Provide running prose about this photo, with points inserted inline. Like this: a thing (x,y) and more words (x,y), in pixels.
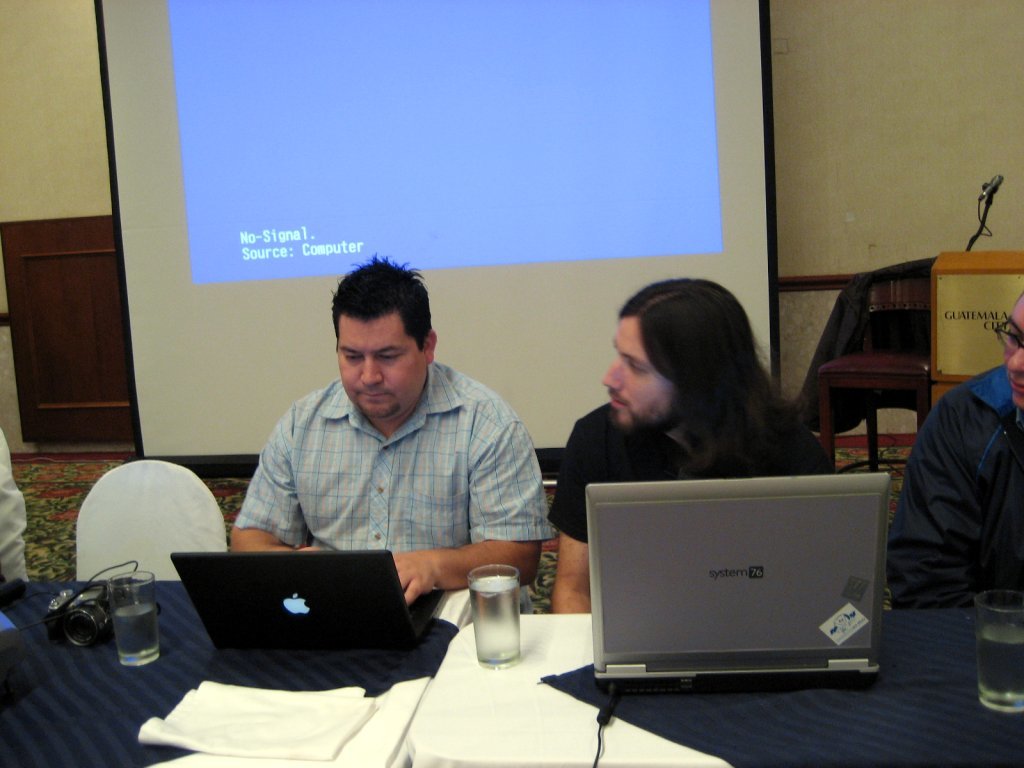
People (462,493) are sitting on chairs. In-front of them there are tables (416,653). Above that tables (425,737) there are laptops (356,582), glasses (481,610), camera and things (268,700). Floor (36,496) with carpet (41,482). In-front of the wall (11,44) there is a screen (333,168), chair (869,376) and podium (958,312) along with mic (979,192). Above the chair (883,286) there is a jacket (843,327). One person (417,329) is working on his laptop (294,571).
